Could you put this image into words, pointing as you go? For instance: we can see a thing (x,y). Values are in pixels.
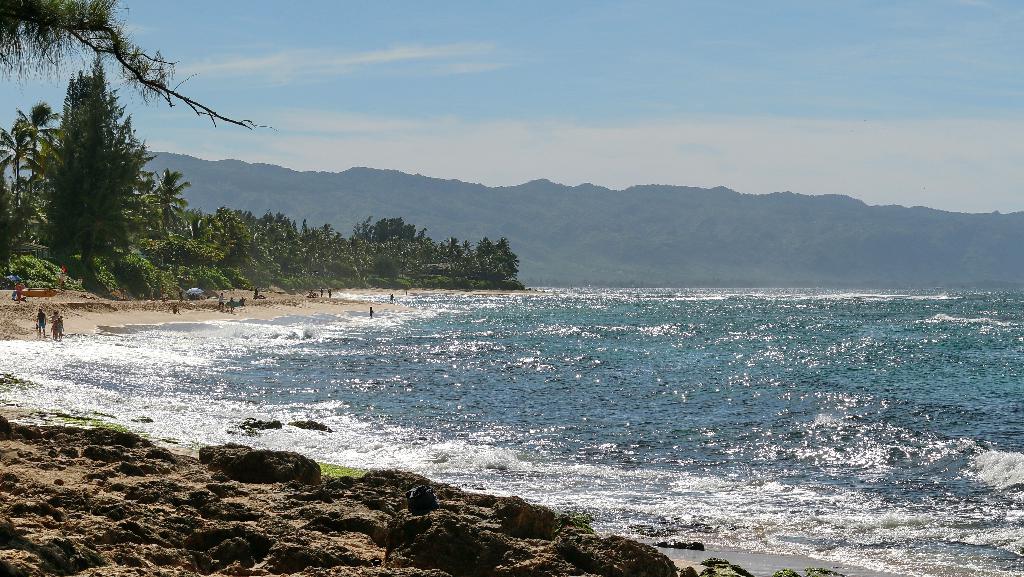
In this image we can see a few people (311,298) sitting and standing in the sand (280,312) on the seashore (289,307), there we can see water (290,334), few trees (288,240), a few mountains (369,188), few rock stones (349,483), and some clouds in the sky (703,94).
